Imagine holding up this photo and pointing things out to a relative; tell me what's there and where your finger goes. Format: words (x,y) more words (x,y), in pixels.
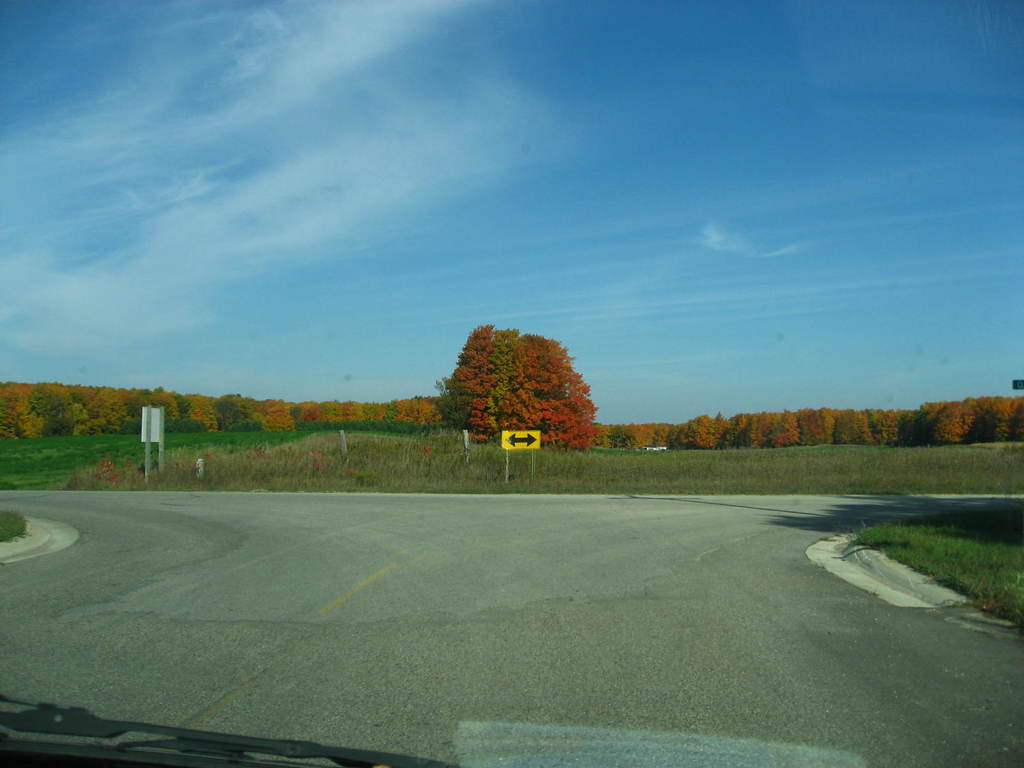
The picture is taken from a vehicle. In foreground of the picture (303,580) there is road (682,560) and grass (971,562). In the center of the picture (491,423) there are plants (474,442), tree (533,415), boards (522,447) and field (217,464). In the background (199,410) there are trees (784,414). Sky (698,408) is clear.
